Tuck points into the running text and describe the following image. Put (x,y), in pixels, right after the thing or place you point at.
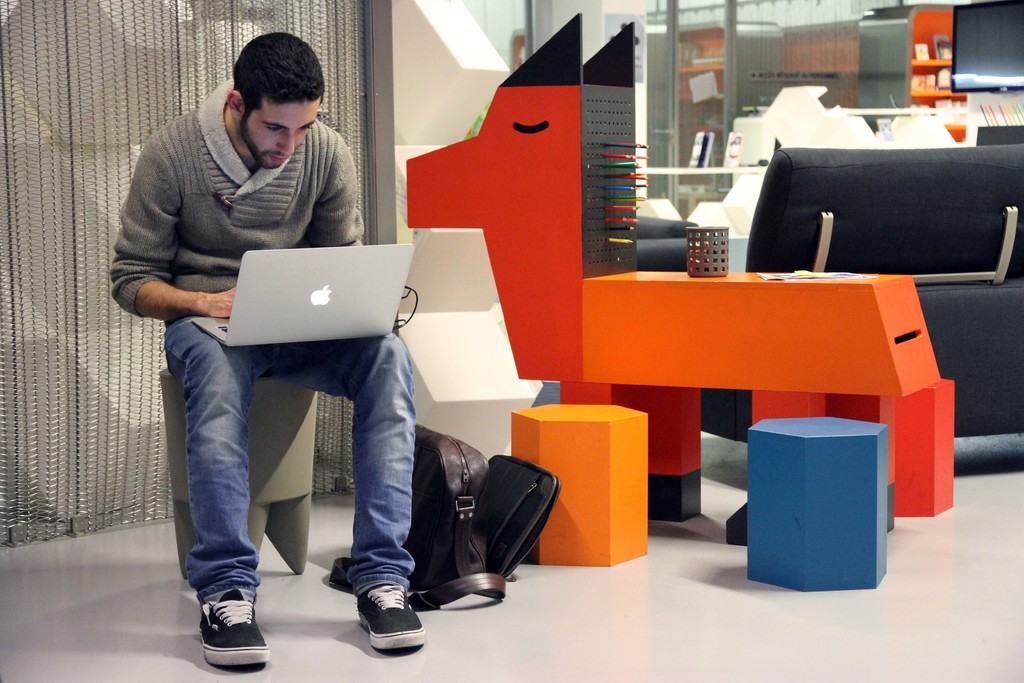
This image is taken indoors. At the bottom of the image (615,639) there is a floor (139,568). In the background (143,58) there is a blind (181,82). On the right side of the image (887,243) there is a couch (885,265) on the floor (1020,489). There is a table (754,274) with a few things (766,274) on it. There are a few objects (846,122). There is a television (987,78) on the wall (976,108) and there is a table (841,296) with a few things (697,163) on it. On the left side of the image (181,169) a man (208,298) is sitting on the stool (272,420) and he is holding a laptop (292,287) in his hands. In the middle of the image (458,454) there is a bag (450,540) on the floor (490,601) and there are two stools (612,463) on the floor (747,471).
